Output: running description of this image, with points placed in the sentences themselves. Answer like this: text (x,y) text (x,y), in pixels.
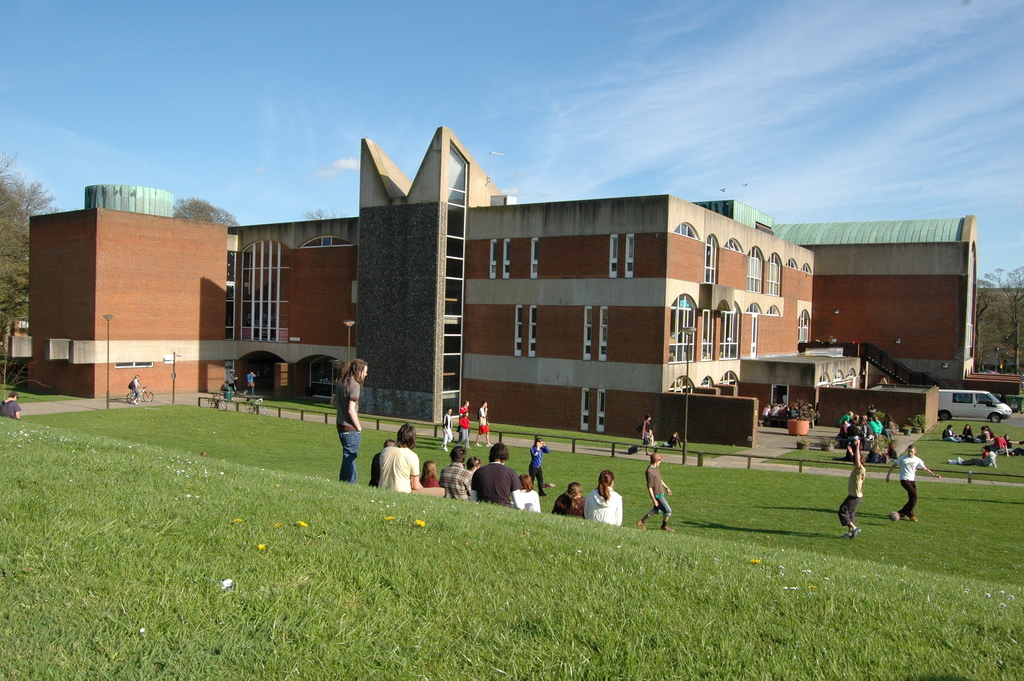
In this image there are buildings (229,325) and trees (999,297). We can see poles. At the bottom (457,575) there is grass (613,586) and we can see people (500,472). On the right (964,414) there is a car (988,400). In the background (587,138) there is sky (431,79).
